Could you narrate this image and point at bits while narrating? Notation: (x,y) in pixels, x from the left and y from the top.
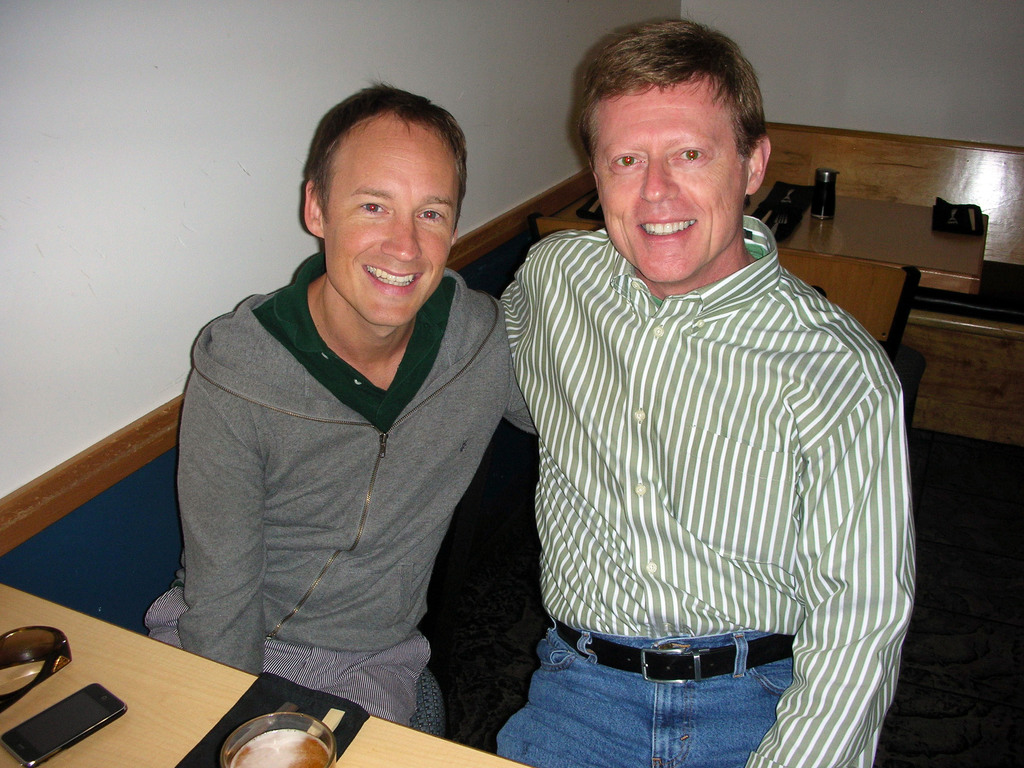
There are two persons (577,433) sitting and smiling. There are tables (896,259), benches (1016,348). On the table (215,689) there is a mobile (23,725), goggles (54,638), and a glass (273,720). In the background (266,101) there is a wall (511,97).
